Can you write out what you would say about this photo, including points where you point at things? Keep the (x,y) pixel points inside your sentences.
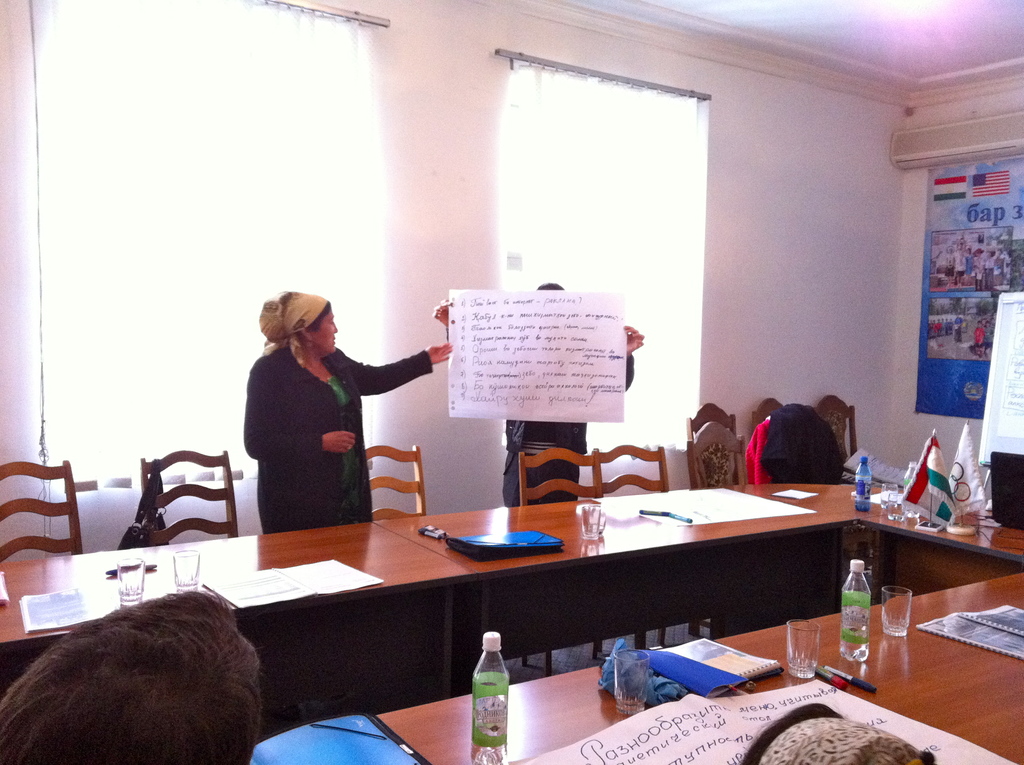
In this picture we can see a wall (769,171), here is a person (551,428) standing and holding a paper (594,311) in his hand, here a woman (316,382) is standing beside, and in front (340,547) there is table (376,572) and chairs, and there are papers (690,653), glasses (802,668) sketches (824,676), and water bottle (481,703) and flag (920,479) on it.
